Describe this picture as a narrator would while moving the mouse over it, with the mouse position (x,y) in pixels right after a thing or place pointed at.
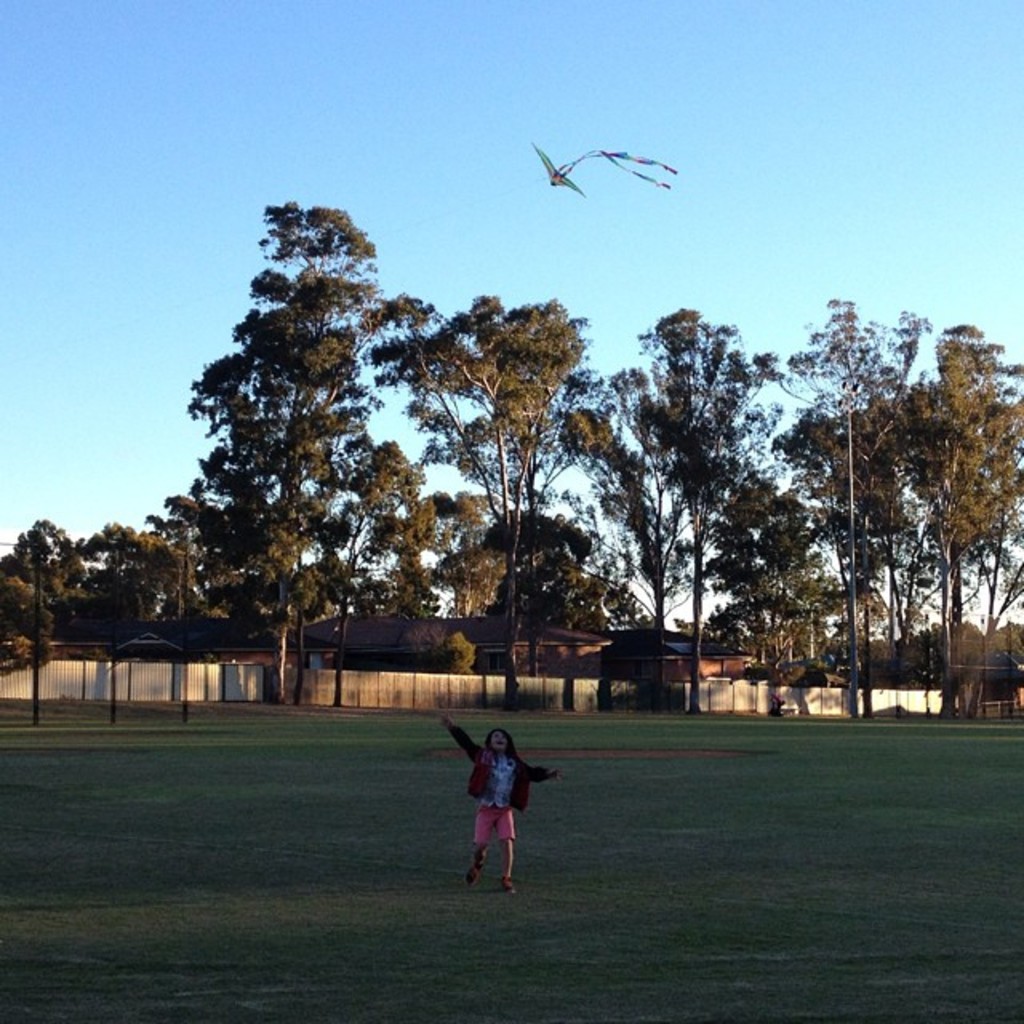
In this image we can see a child (489,801) flying a kite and at the back (363,666) we can see the houses (592,674). In front of the houses (242,657) we can see the wall (193,673), trees (678,517) and poles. At the top (481,115) we can see the sky (467,110).
